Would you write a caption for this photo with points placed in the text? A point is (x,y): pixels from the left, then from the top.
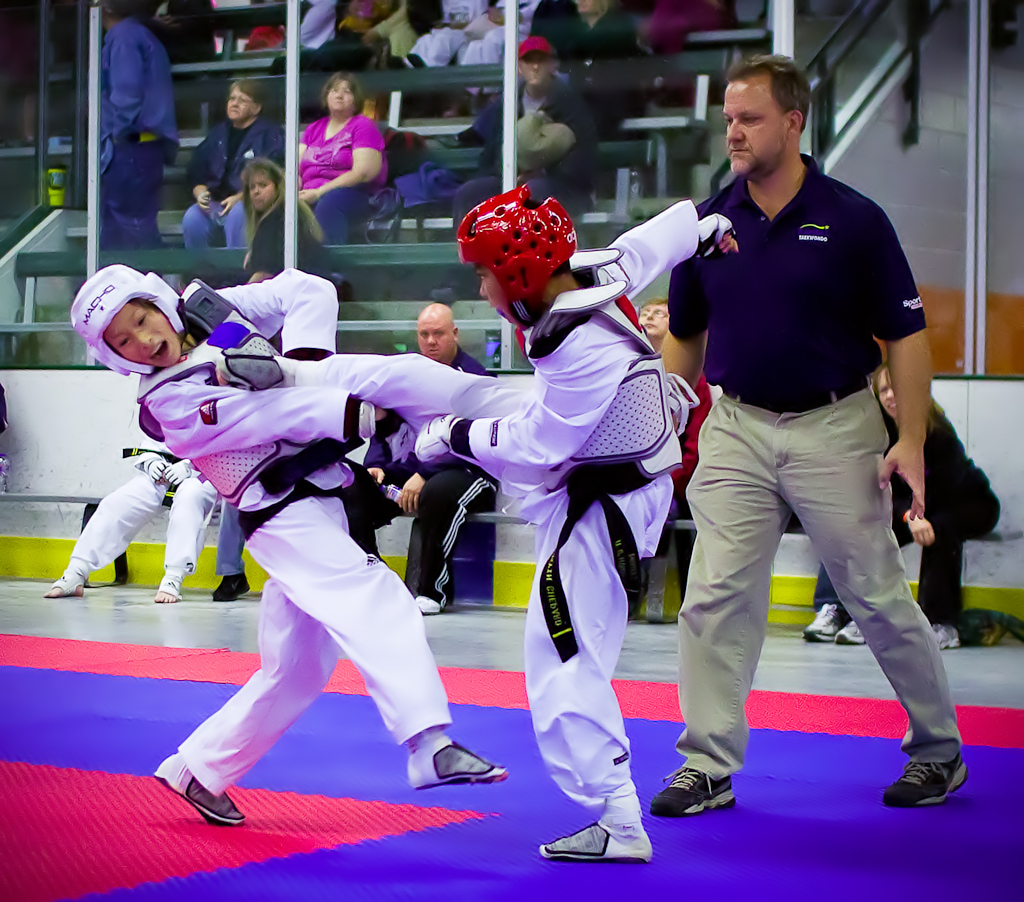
In the foreground of this image (542,494), there are two boys (266,383) in white dress (534,465) wearing helmets (508,245) are performing karate on the floor (464,842). Behind them, there is a man (816,443) standing. In the background (151,488), there are persons (162,462) sitting on the benches (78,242) in front of a glass (79,201) and few (353,195) are sitting on the benches (408,204) behind the glass (320,235).
